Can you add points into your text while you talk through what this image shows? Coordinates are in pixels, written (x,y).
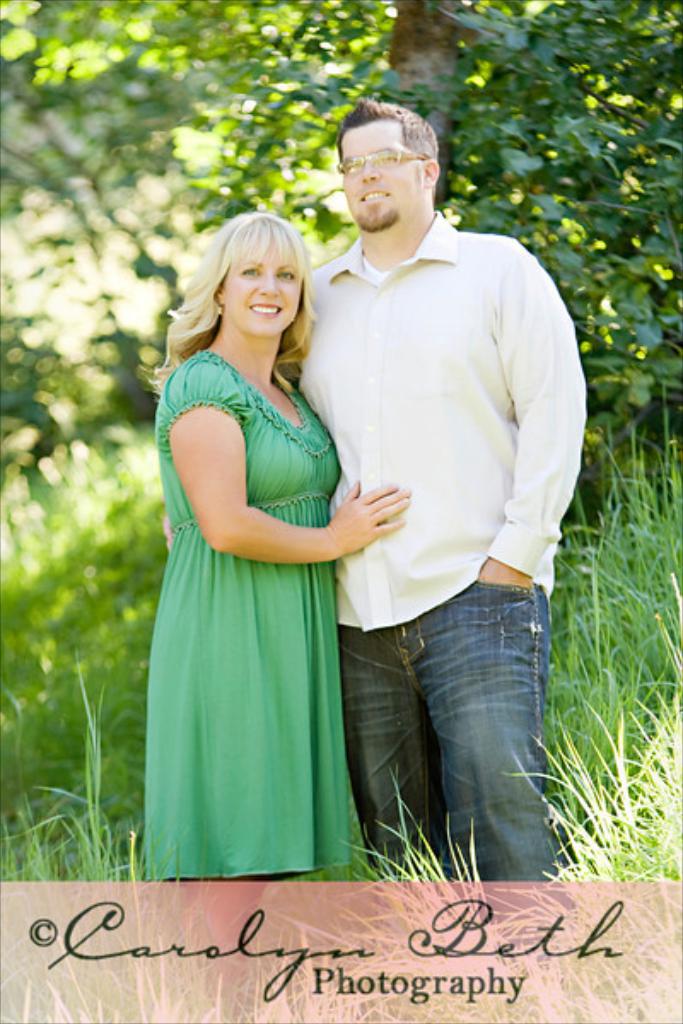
It is an edited image, there is a couple (336,562) standing in between the grass (107,635) and behind the couple (382,576) there are many trees (564,105).
